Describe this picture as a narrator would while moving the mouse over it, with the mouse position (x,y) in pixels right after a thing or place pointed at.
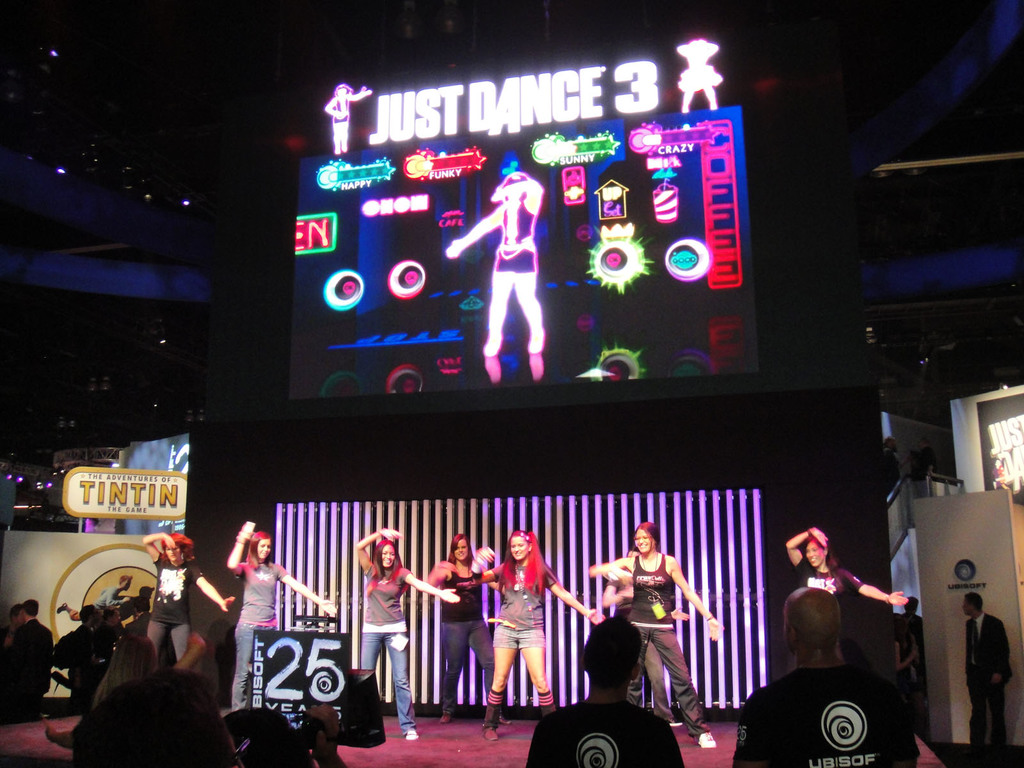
As we can see in the image there are few people (655,659) dancing and few of them are standing. There are banners (55,590) and lights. The image is little dark.
